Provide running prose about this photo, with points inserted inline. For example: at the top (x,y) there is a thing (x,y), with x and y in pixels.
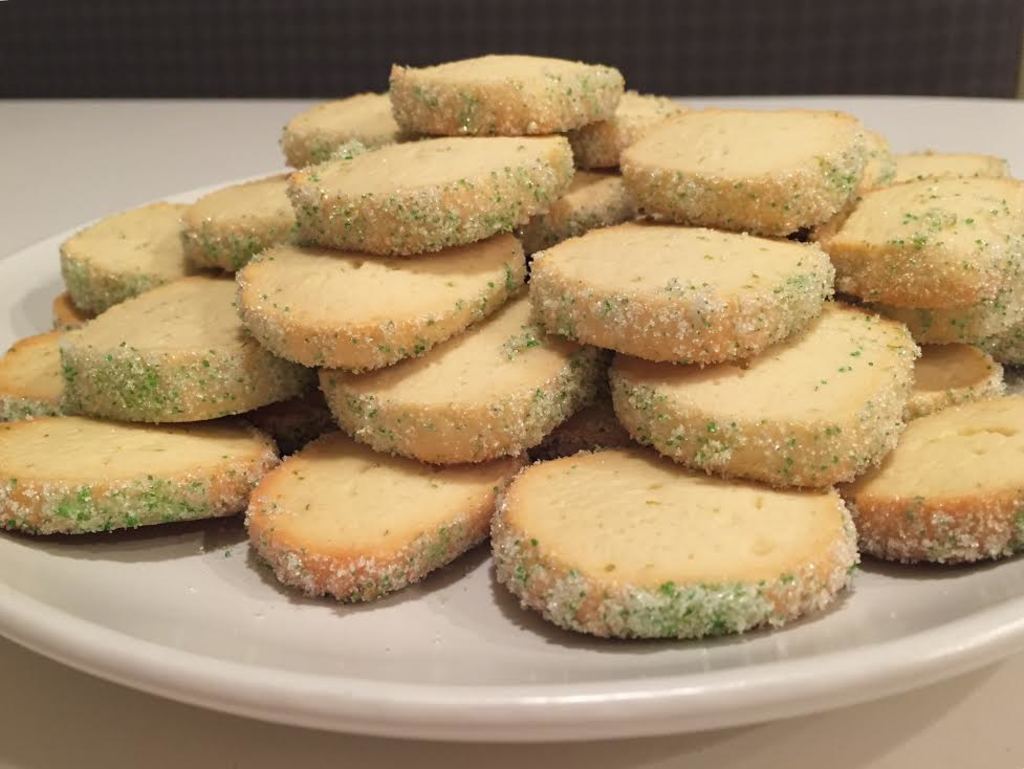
In this image at the bottom (844,638) there is one plate (468,638), in the plate (257,579) there are some biscuits (595,223).
